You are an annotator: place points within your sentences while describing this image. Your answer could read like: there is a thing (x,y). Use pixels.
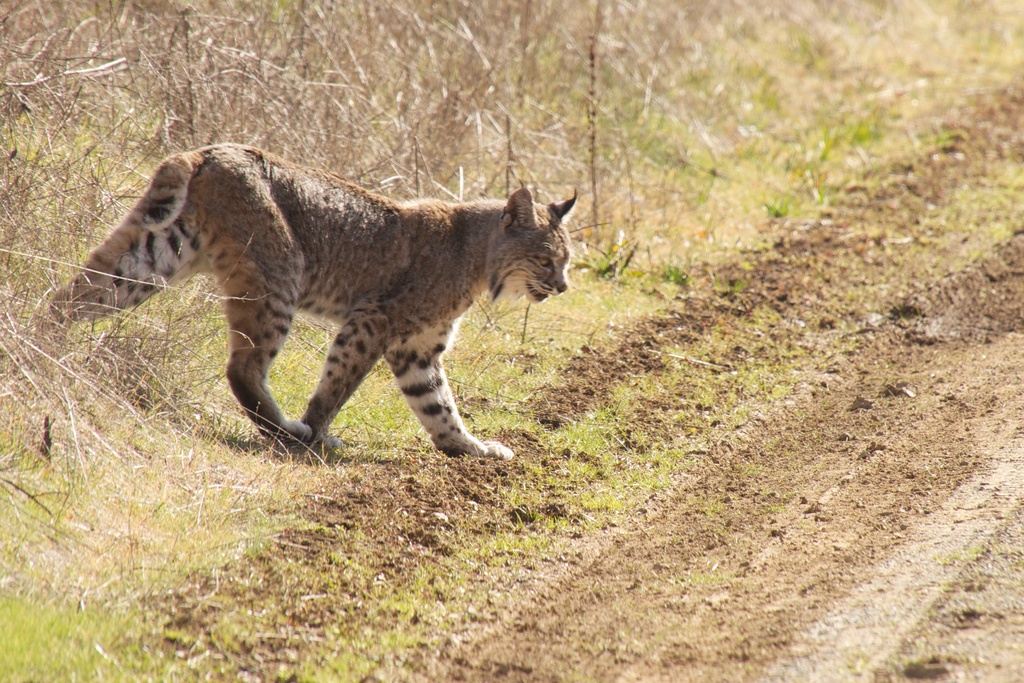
In this image we can see an animal (273,331) walking. Behind the animal (342,358) we can see the grass (178,338) and plants (578,168).
